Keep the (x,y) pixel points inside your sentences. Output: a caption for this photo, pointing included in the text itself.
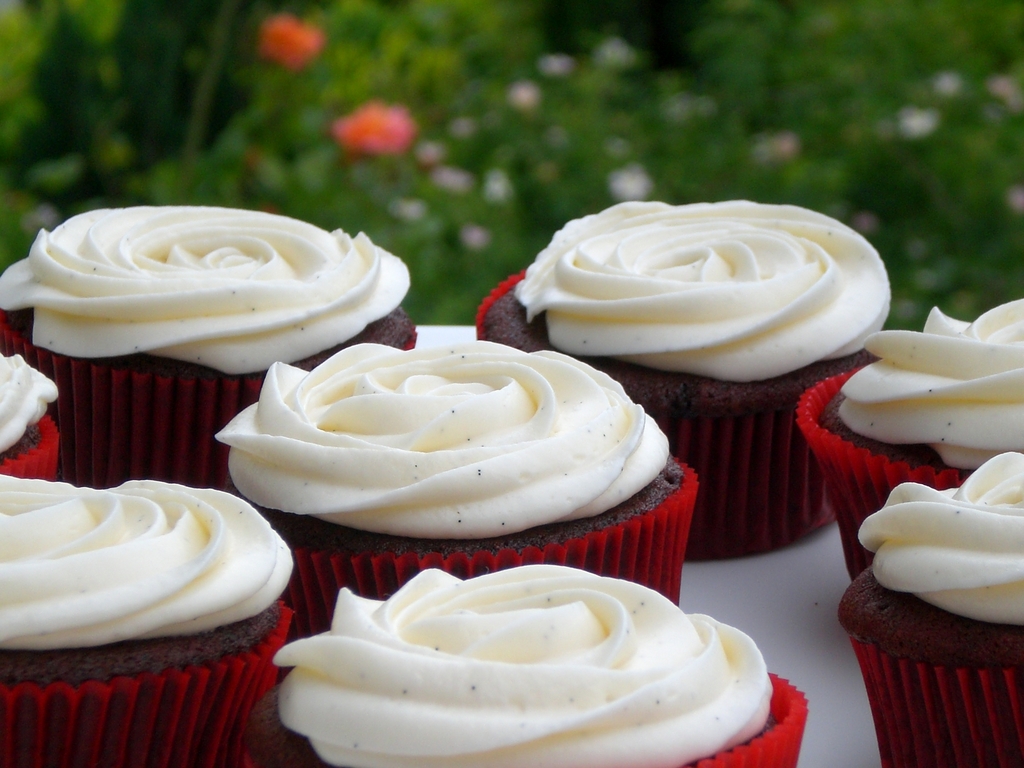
In the image we can see there are cup cakes (549,628) and there is cream (549,628) on top of the cupcakes (594,494) kept on the table (820,743). Behind there are flowers (350,123) on the plants (489,106) and the image is little blurry at the back (662,107).
